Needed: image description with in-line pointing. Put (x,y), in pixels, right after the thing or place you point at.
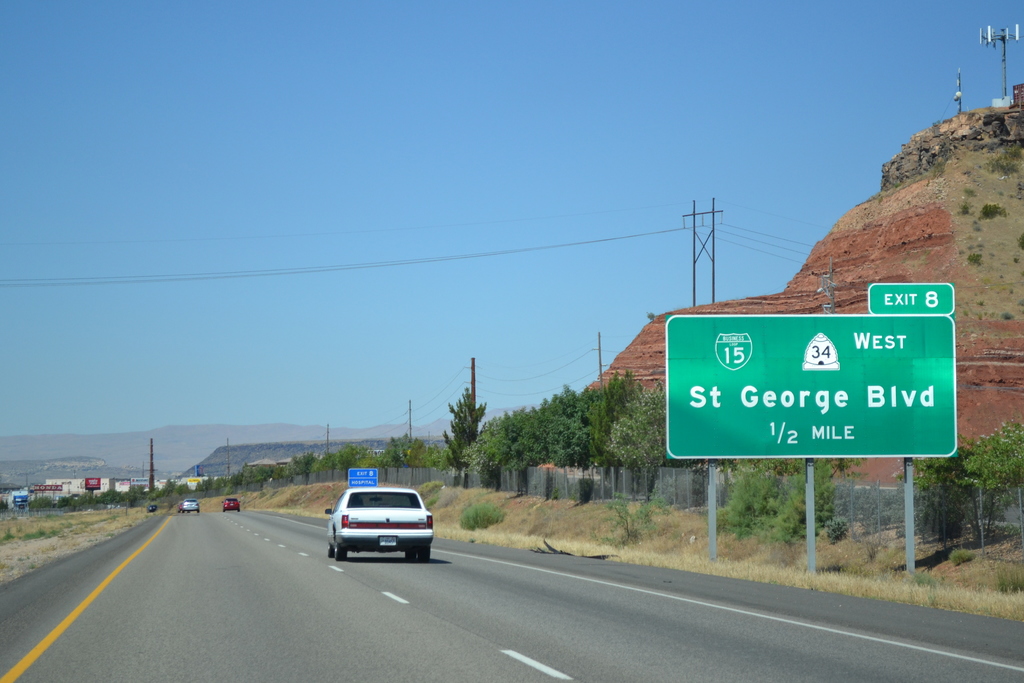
In this image, I can see the cars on the road (283,562). On the right side of the image (696,381), I can see a board (821,446) with poles (906,495), hill (686,309), trees (567,419), grass (697,527), current poles (713,277) and fence (843,499). On the left side of the image (63,483), there are buildings (119,481). In the background (92,469), there are hills (254,441) and the sky (390,232).
